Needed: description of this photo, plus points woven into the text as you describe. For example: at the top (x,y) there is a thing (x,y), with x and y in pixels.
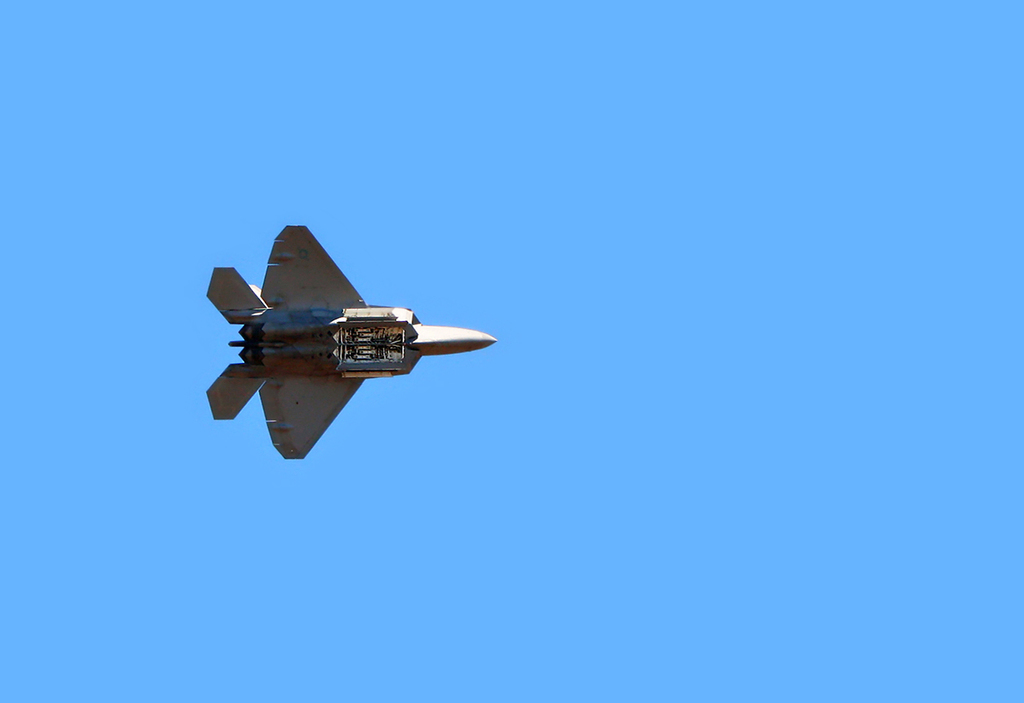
In the center of the image (372,325) we can see one airplane (316,338). In the background (362,284), we can see the sky (516,301).
